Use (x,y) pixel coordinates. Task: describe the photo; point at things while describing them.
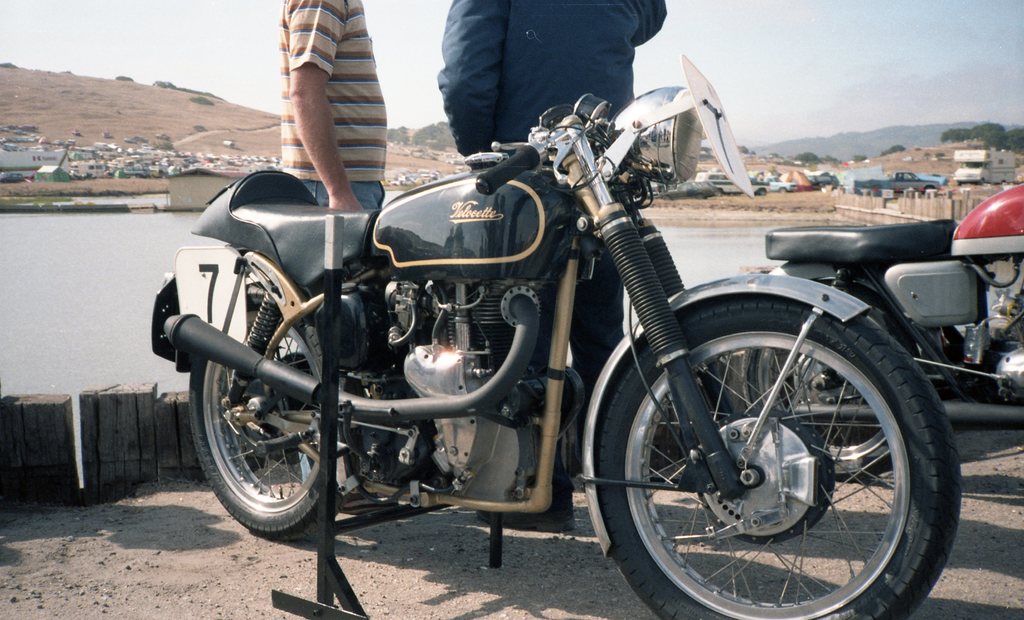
In the image I can see few vehicles (639,240), pole (335,449), trees (989,132), few people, houses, mountains (937,153) and the water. The sky (935,34) is in white color.
